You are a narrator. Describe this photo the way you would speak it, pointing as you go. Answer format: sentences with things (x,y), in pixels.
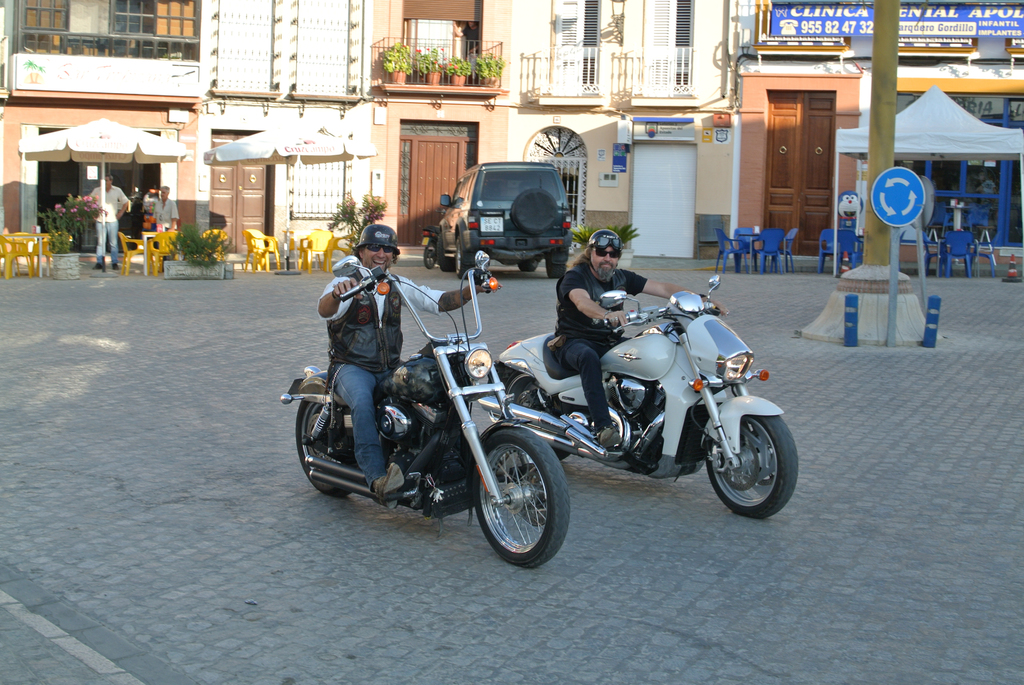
This picture is taken on the road (294,369). In the center (525,364) two men (428,298) are riding two separate bikes (554,377) wearing black colour helmets (387,237). In the background (496,201) there is a car (493,207), chairs yellow colour (271,240), plants (65,234), man (107,206) standing, white colour tents (120,148), building (290,87), houseplants (399,72), door (433,144). At the right side (743,250) there are blue colour empty chairs (775,248), white tent (937,141), blue colour board (936,29), and a sign board (895,197).
